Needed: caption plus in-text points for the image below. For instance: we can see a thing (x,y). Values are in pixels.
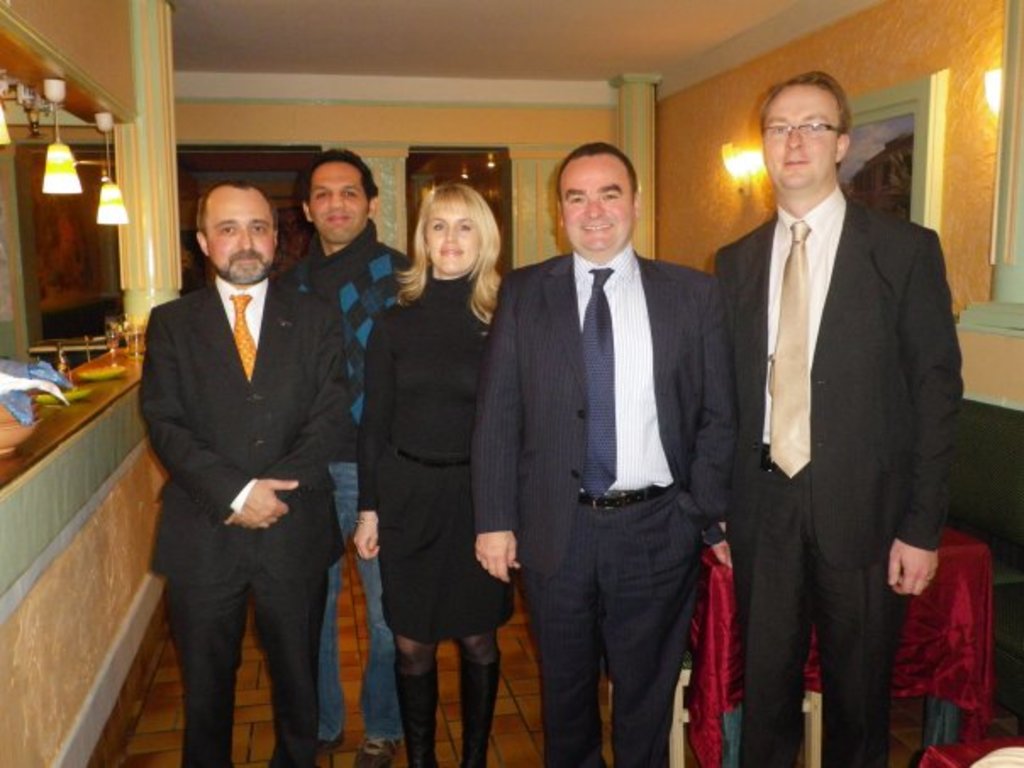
In the center of the image (414,396) we can see people (642,424) standing. On the left (3,508) there is a counter top (37,473) and there are things (68,378) placed on the counter top (134,367). In the background (440,107) there is a wall (492,136) and we can see a wall frame (930,175) placed on the wall (972,279) and there are lights (752,173). On the right (714,717) there is a table (944,673).
